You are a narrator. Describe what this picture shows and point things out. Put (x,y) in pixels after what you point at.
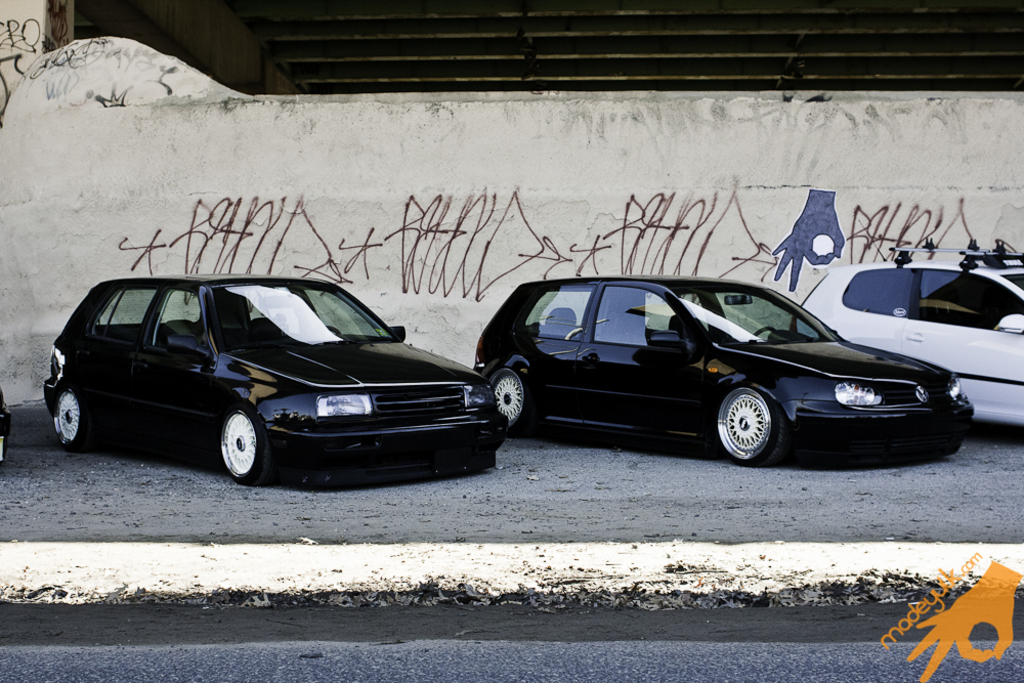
In the image I can see three cars (456,385) which are parked on the side and behind there is a wall (470,305) on which there is something written.
